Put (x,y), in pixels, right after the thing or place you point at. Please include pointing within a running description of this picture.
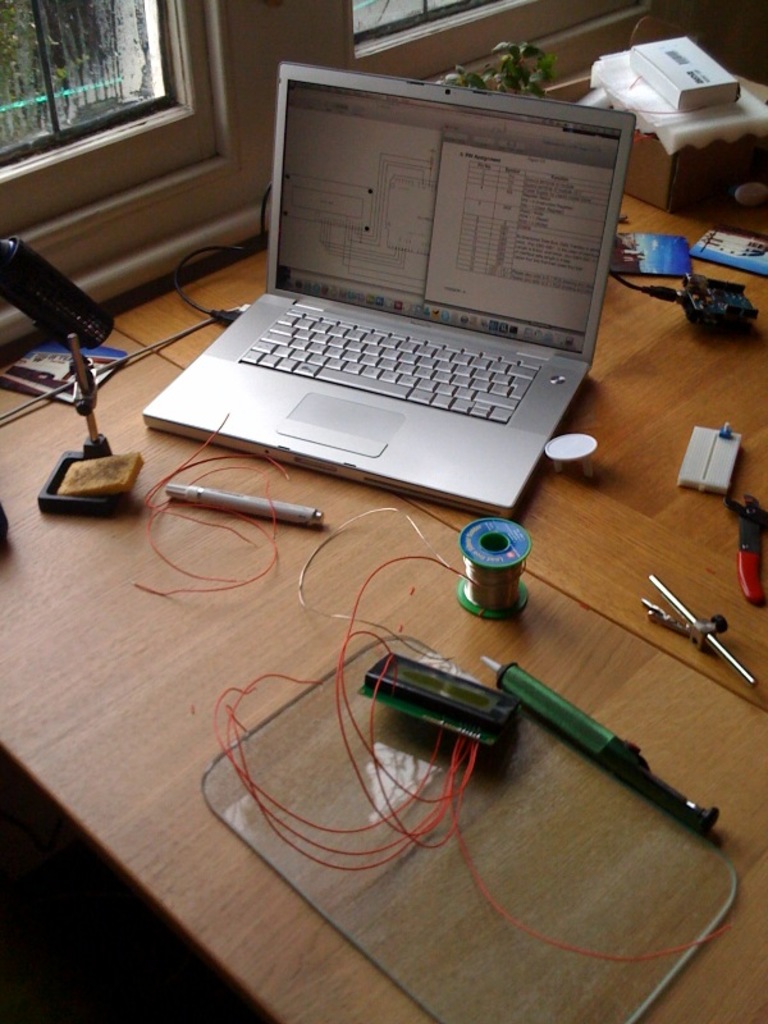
In this picture there are many objects (656,254) placed on a wooden table (120,649) where there is a laptop (439,218), wire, tools (89,473) and a small plant (503,74). In the background (106,95) we observe a small window (134,110).
